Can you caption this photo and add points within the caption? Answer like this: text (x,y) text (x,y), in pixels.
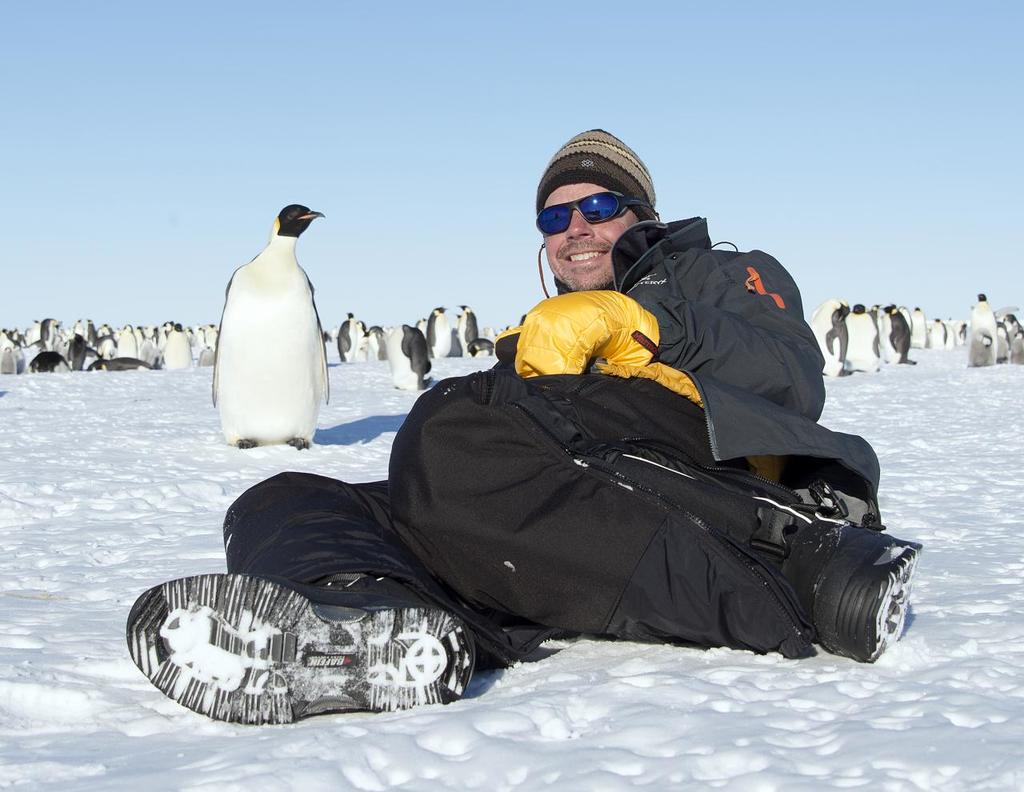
In the center of the image (568,419) we can see one person (623,403) is smiling and he is in a different costume (619,411). And he is wearing a hat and glasses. In the background (191,403), we can see the sky (507,267), penguins (228,304) and snow (136,397).
